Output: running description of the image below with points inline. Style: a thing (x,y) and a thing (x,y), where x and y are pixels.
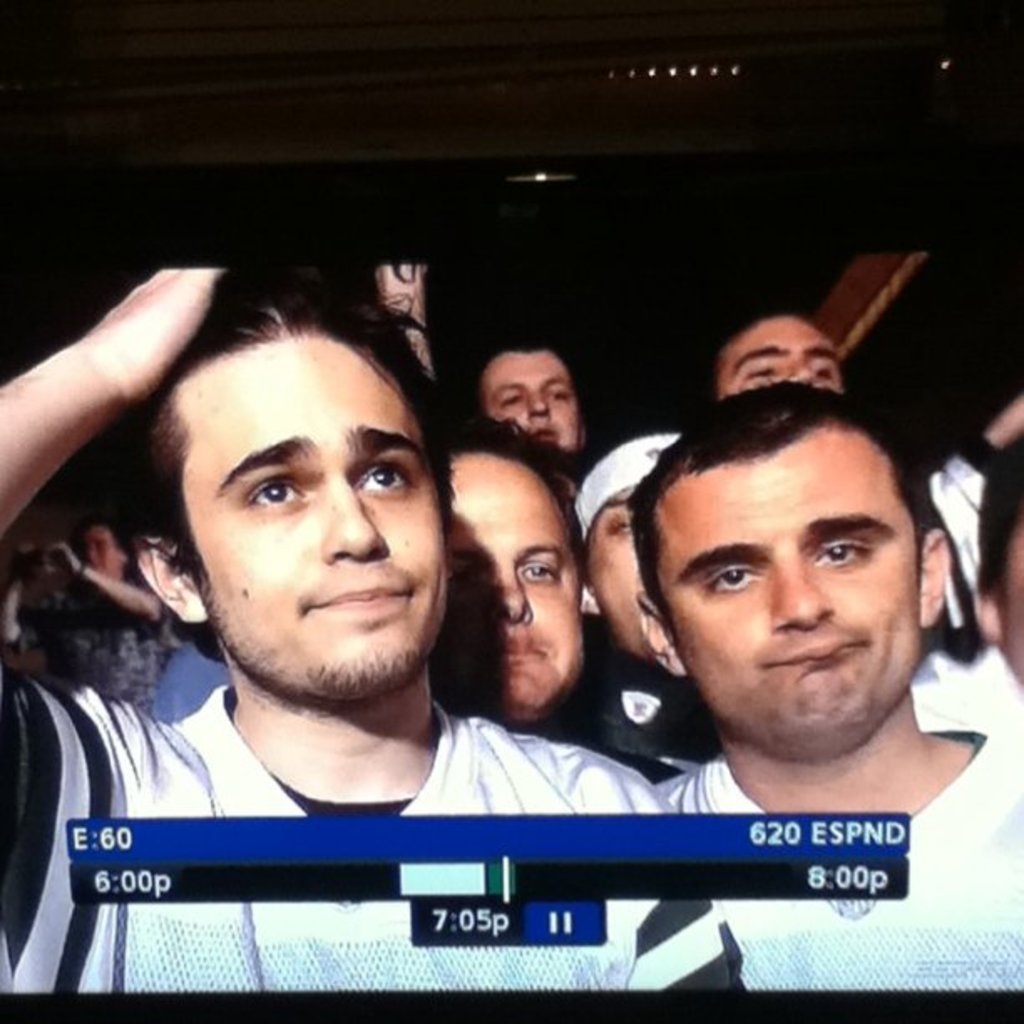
In the image we can see few people (954,888).
